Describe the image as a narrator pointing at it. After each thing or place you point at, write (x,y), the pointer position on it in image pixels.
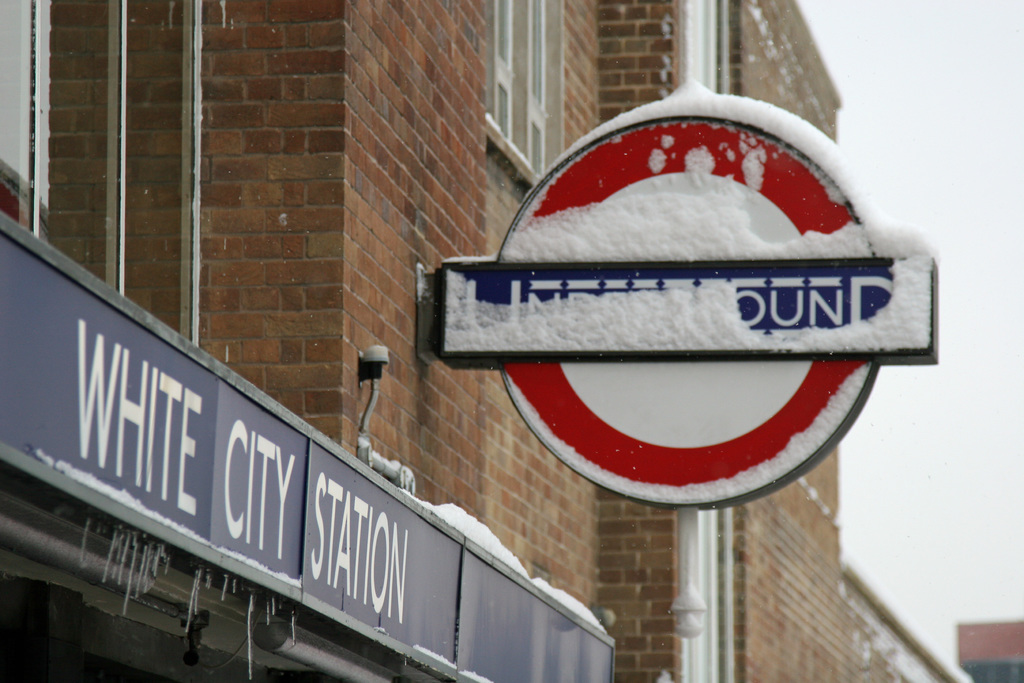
In the image there is a pole (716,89) with sign board (613,413) which is covered with snow (696,101). On the left side of the image (91,356) there is a name board (160,439) with name (234,446). And also there is a brick wall (249,173) with glass windows (76,86) and pipes (693,607). On the right side of the image (961,287) there is sky (914,407).
